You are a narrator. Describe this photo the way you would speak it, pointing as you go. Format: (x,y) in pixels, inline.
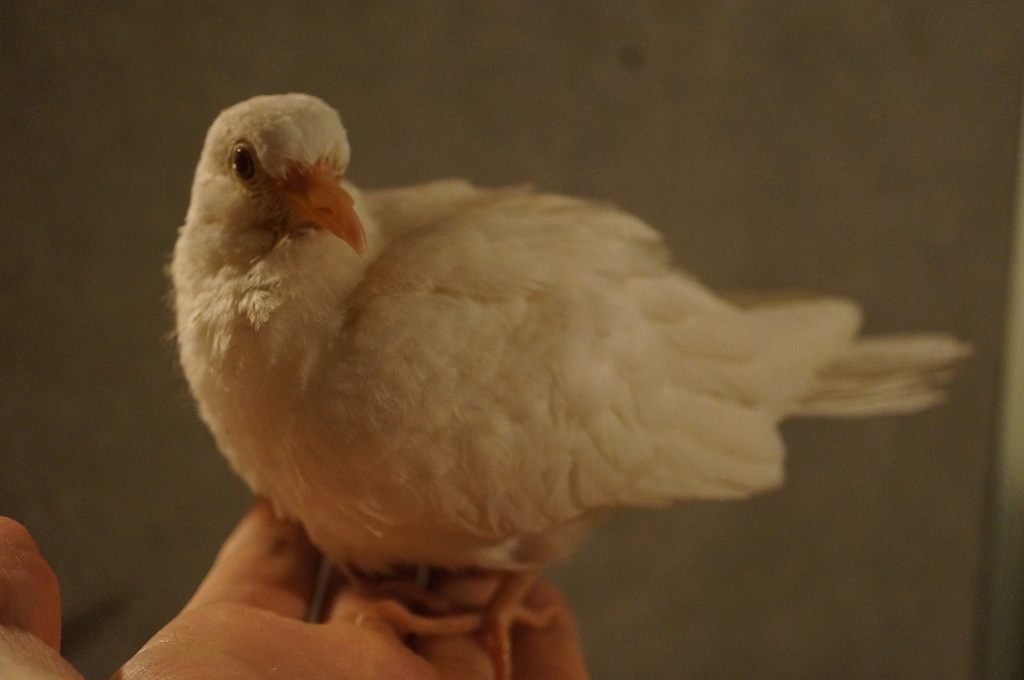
In this picture we can see a white bird (389,307) on a person hand (242,549) and in the background (98,175) we can see the wall (974,157).
